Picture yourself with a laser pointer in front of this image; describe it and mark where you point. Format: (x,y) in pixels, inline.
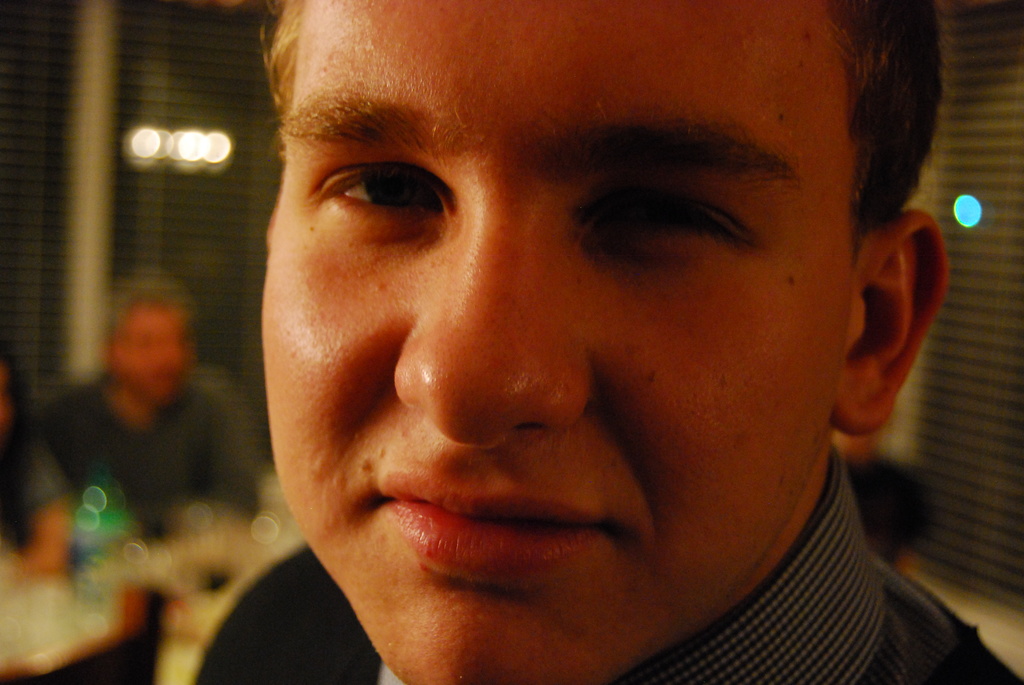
In this image in front there is a person (758,253). Behind him there are few people (169,430) sitting on the chair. At the backside of the image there are lights (178,155).
